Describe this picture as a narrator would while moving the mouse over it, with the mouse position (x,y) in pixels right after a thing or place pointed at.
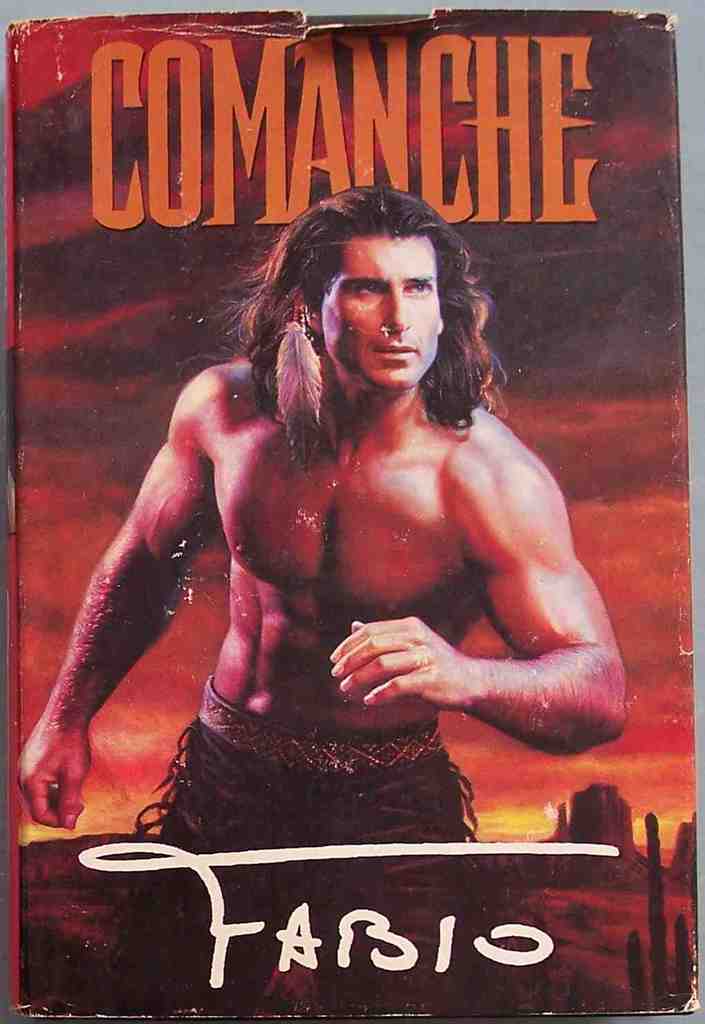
As we can see in the image there is a poster (338,386). On poster (333,576) there is a man (347,487), rocks (607,825), sky (525,240), clouds (676,316) and something written.
